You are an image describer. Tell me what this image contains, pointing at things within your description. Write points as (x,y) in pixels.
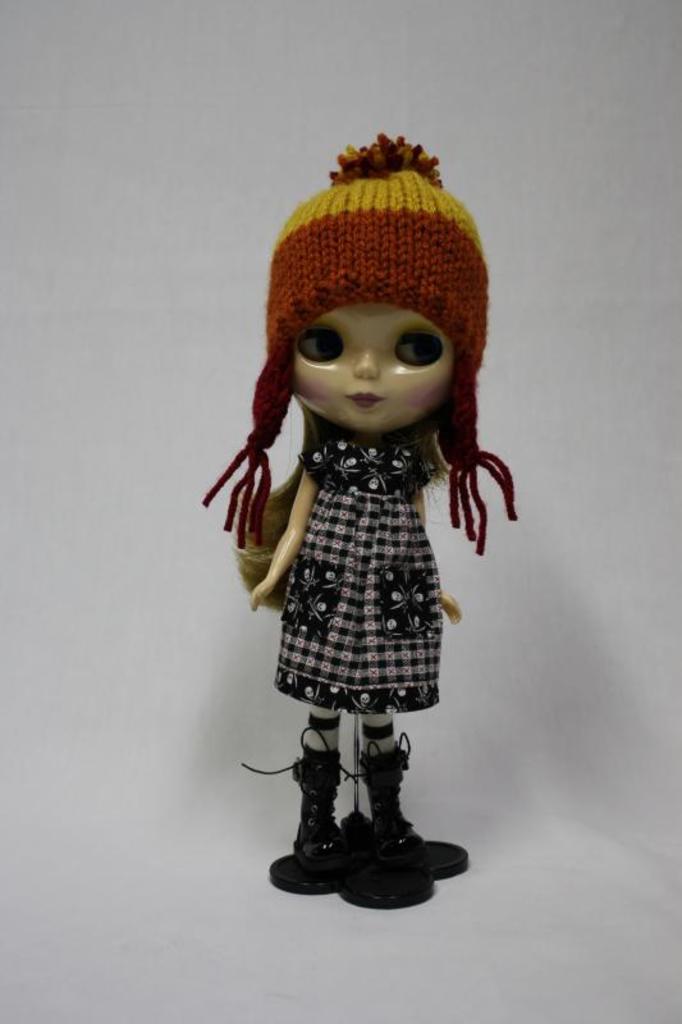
In this image we can see a doll (283,628). There is a white background (575,257) in the image.
